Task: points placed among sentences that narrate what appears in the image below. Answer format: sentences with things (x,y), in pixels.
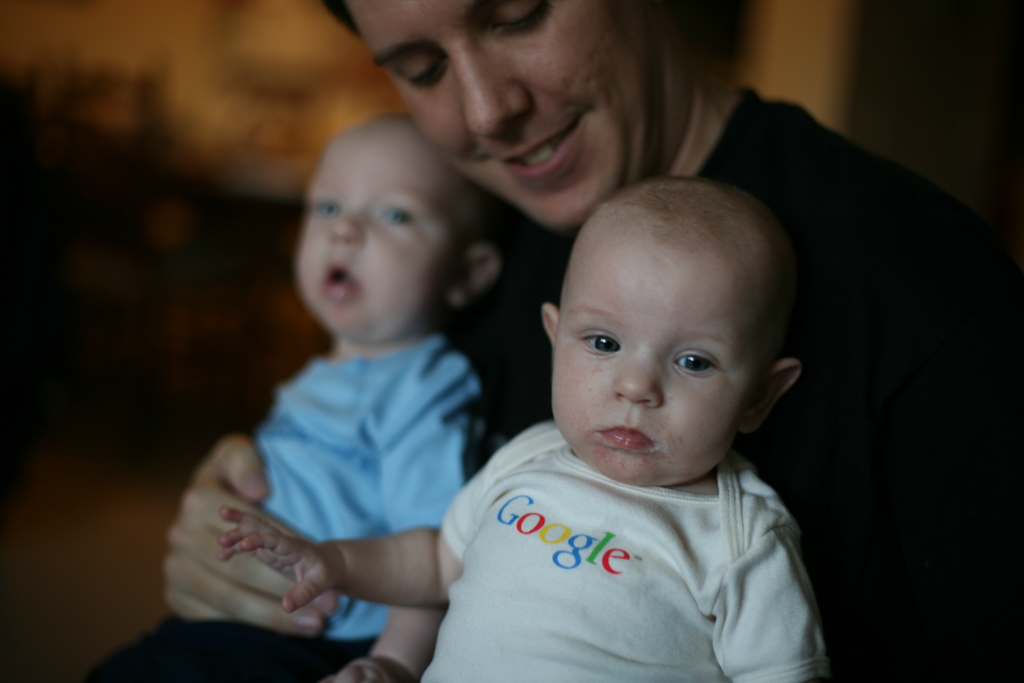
There is a person (614,122) holding two babies (421,391). On the dress (596,487) of the front baby (552,559) something is written. In the background (214,246) it is blurred.
